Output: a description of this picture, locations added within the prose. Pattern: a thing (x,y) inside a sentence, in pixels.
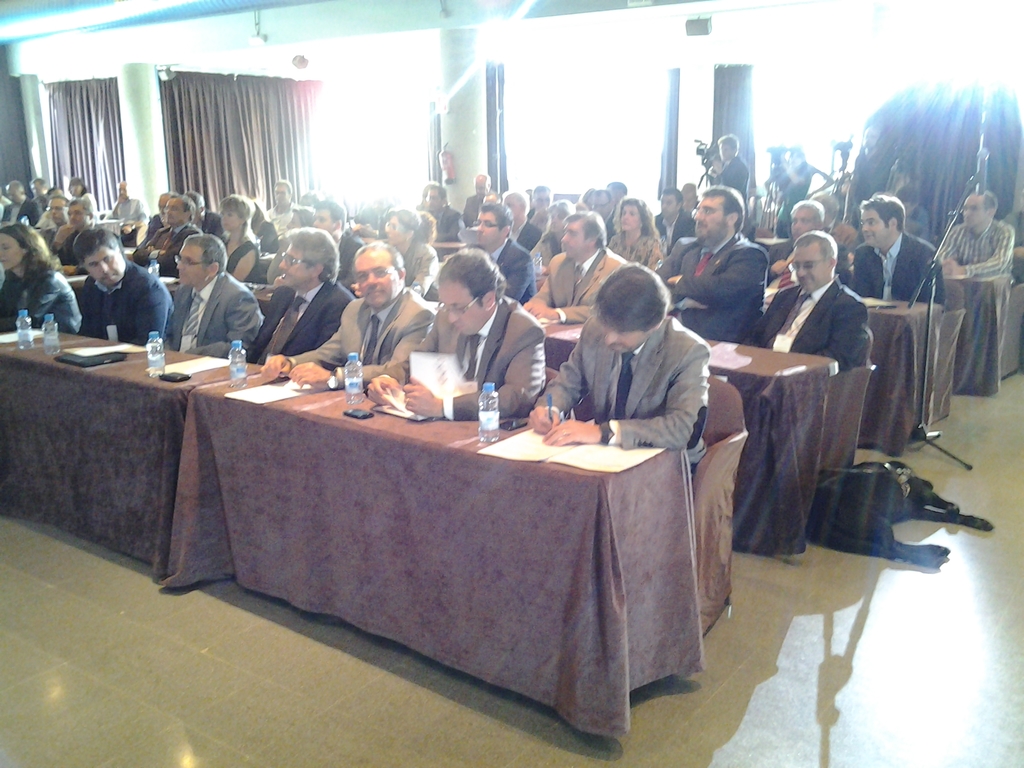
In this image, we can see many people (508,324) sitting and some are holding pens (550,398) and papers (427,364) and we can see bottles (153,344), papers (534,447) and some other objects (371,414) and a cloth (591,537) are on the tables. In the background (719,159), there are some people (789,169) holding cameras (698,143) and we can see lights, curtains (292,112), pillars (474,127). At the top (314,36), there is roof (287,4) and at the bottom (847,528), there is a dog (881,513) on the floor (839,615).
